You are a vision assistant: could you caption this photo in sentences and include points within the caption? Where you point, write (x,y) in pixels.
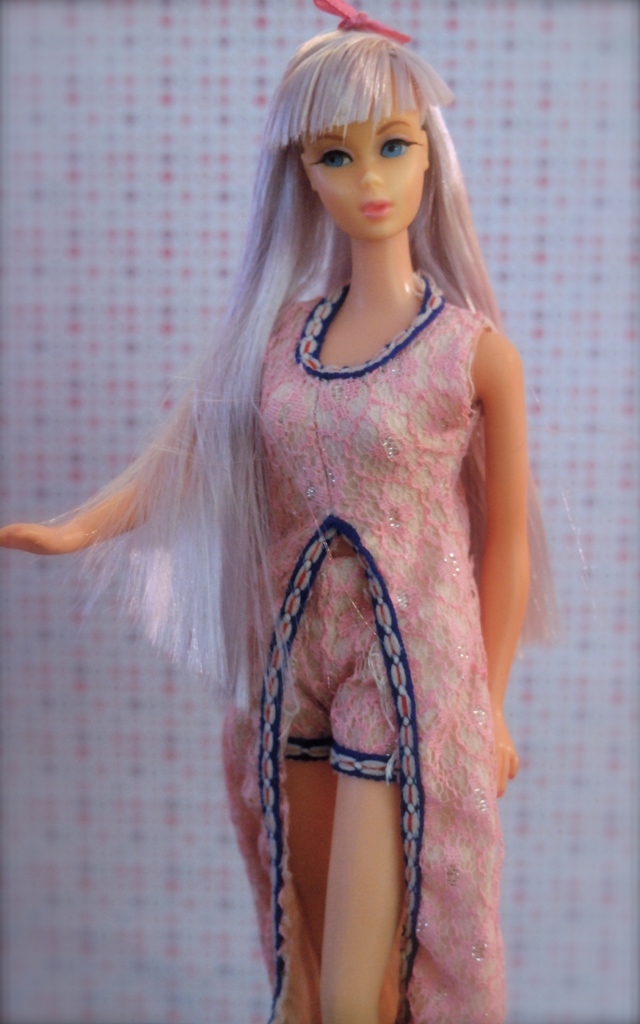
In this picture there is a barbie doll (452,298) in the image.
